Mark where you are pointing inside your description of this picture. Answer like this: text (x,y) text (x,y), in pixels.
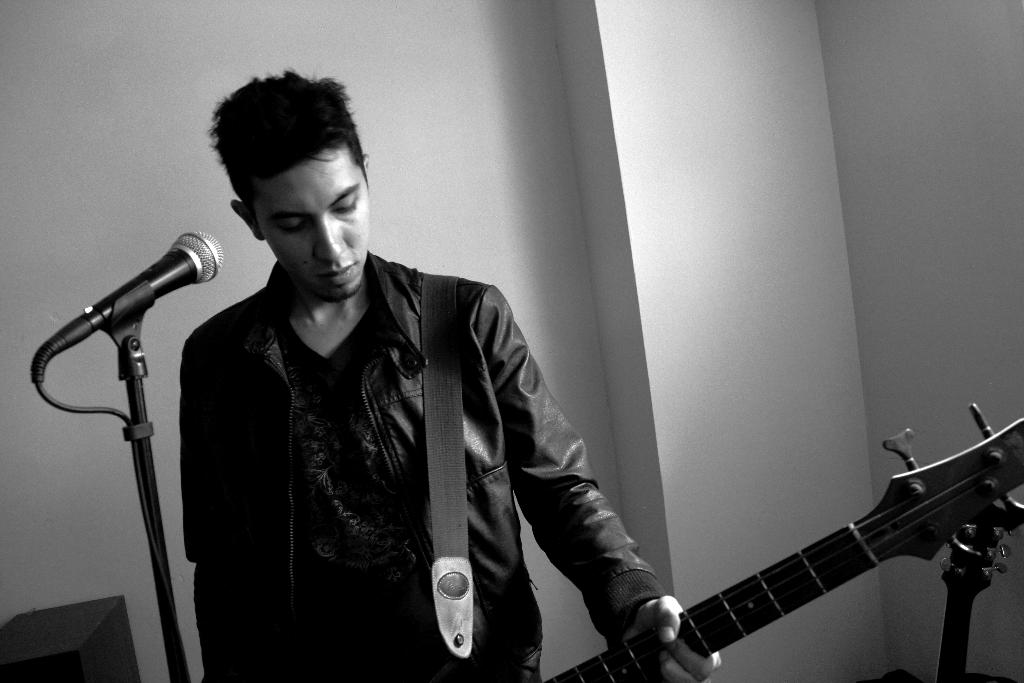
This picture is of inside the room (770,551). In the center (515,374) this is a man (346,312) wearing jacket (391,359), standing and seems to be playing guitar (930,519). On the left (152,284) there is a microphone (151,289) attached to the stand (138,363). In the background (83,55) there is a wall (198,37) and a table (61,633).
